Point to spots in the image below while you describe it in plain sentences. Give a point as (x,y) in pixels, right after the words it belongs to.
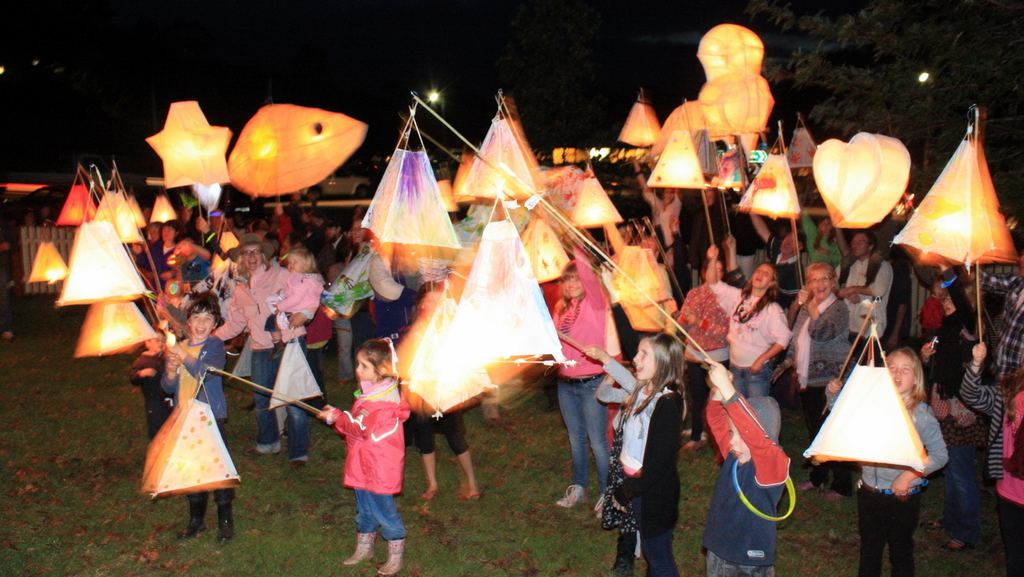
This is an image clicked in the dark. Here I can see few people (724,249) are standing in the ground (308,545) and holding the lanterns (132,204) in the air (69,176). On the right top of the image (911,68) there is a tree (861,68) and I can see some lights (433,96).
